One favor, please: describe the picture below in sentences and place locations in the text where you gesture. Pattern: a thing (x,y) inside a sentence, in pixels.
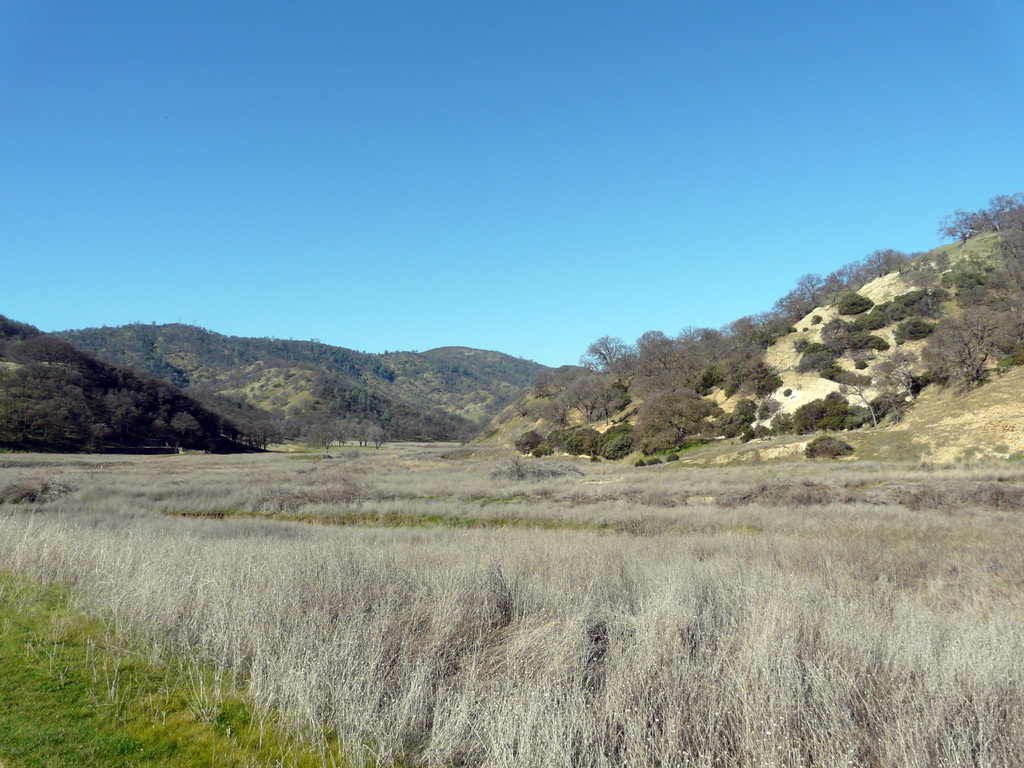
In this picture I can see some plants (356,603) and also I can see hills (811,316) with trees (653,376).
